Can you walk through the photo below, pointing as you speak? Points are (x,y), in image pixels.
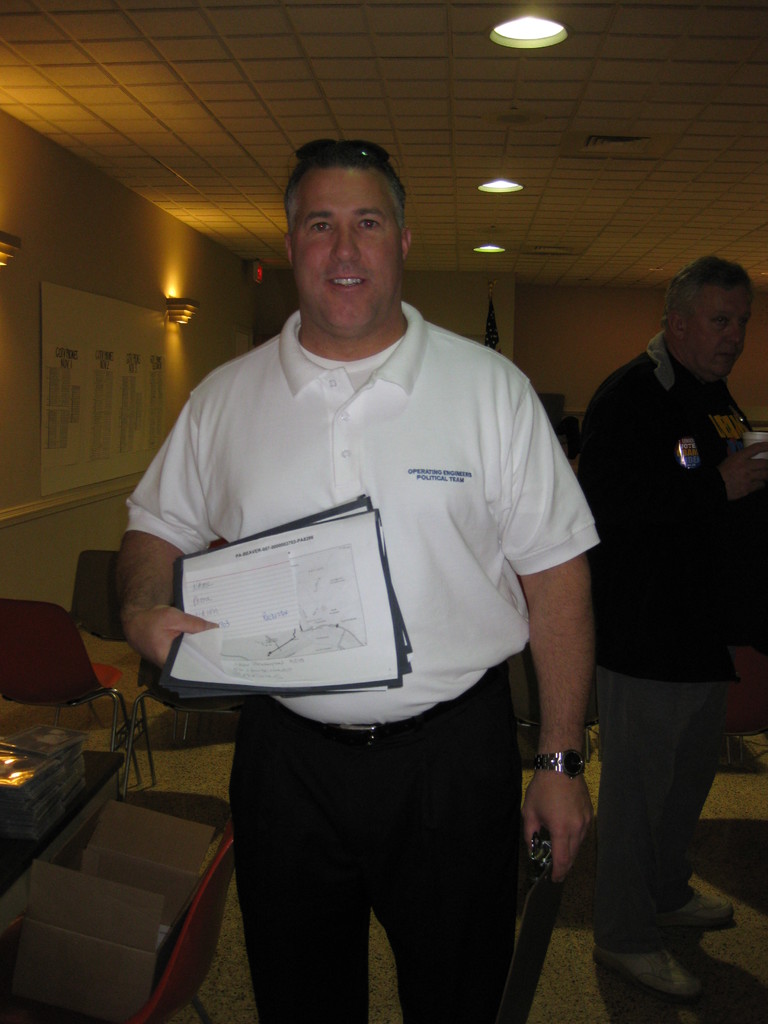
In this image we can see two men (428,672) standing. One man (365,454) is holding some papers (363,666) and board (515,950) in his hands (577,831). One person (755,484) is holding a cup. On the left side of the image (109,970) we can see the cardboard box (159,880) placed on a chair (163,971), some objects (71,761) placed on the table (92,759), we can also see a board (105,404) with some text (132,370) and some lights (177,307) on the wall (191,282). In the background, we can see a flag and some lights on the roof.
